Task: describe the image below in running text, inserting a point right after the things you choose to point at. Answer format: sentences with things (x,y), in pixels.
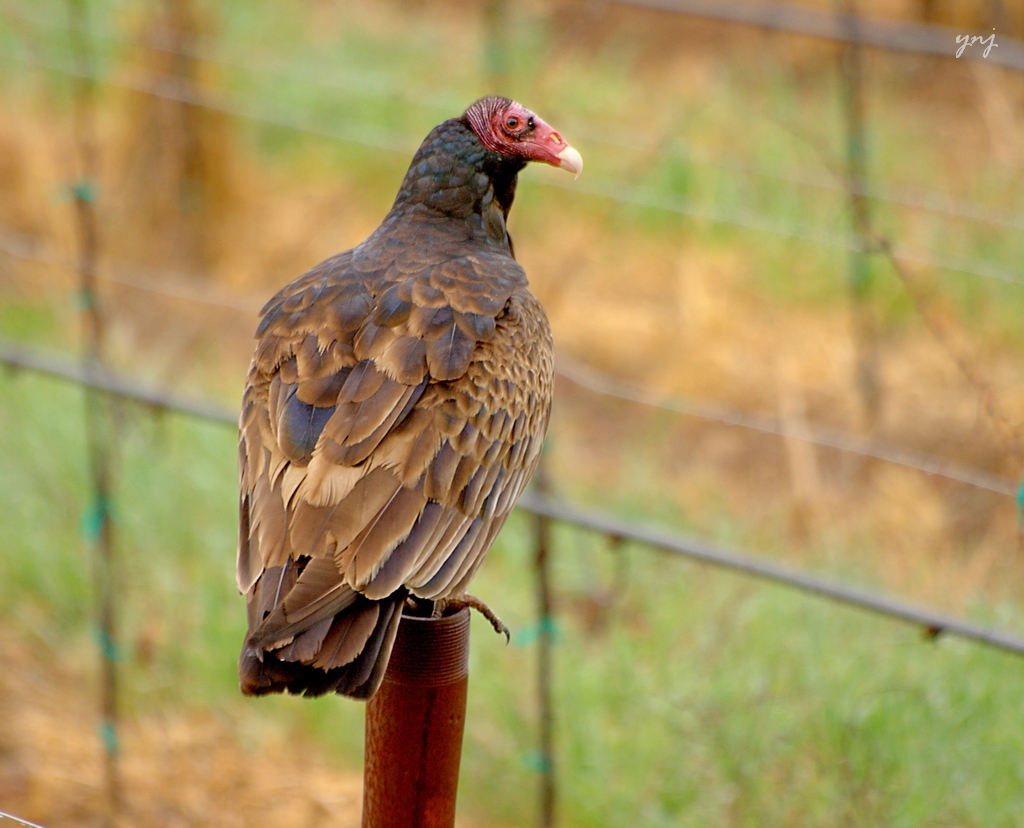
In this image there is one bird (351,514) sitting on the metal post (442,677) as we can see in middle of this image (498,429).
